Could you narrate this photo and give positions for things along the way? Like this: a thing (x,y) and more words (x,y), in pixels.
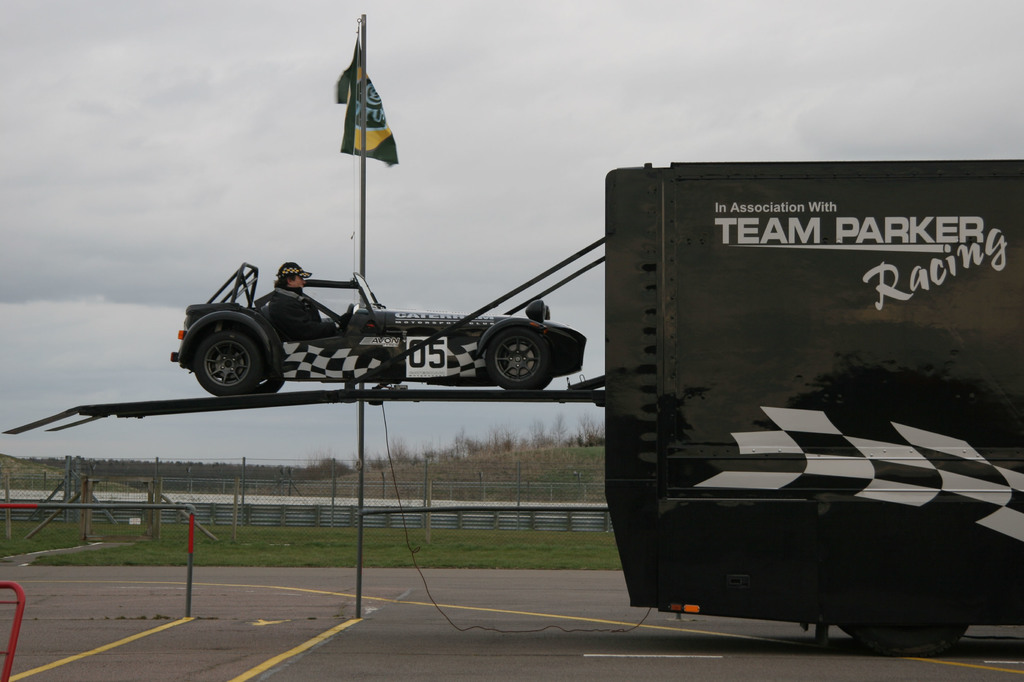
In the picture I can see a black color truck (940,268) on the road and there is a text (977,250) on the truck (814,233). I can see a sports car (336,353) on the metal stand support (393,399) and I can see a person (329,330) in the car (358,317). I can see a flagpole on the road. In the background (371,465), I can see the metal fence (424,474), green grass (557,460) and trees (218,467). There are clouds (314,418) in the sky (314,418).
